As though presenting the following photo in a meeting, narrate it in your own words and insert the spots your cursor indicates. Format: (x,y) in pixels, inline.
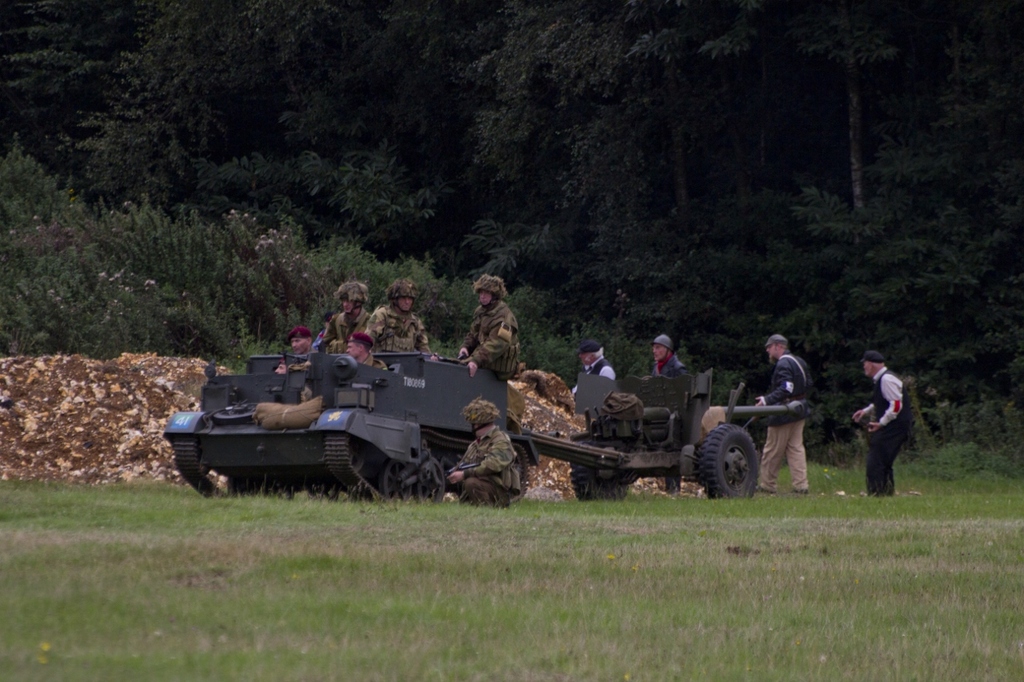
The picture is taken outside where there are people (485,320) in military dresses (479,469) and wearing helmets (493,288) and there is one big vehicle (408,464) on which people (468,352) are sitting and behind them there are so many trees (605,124) and there is grass (637,637).
